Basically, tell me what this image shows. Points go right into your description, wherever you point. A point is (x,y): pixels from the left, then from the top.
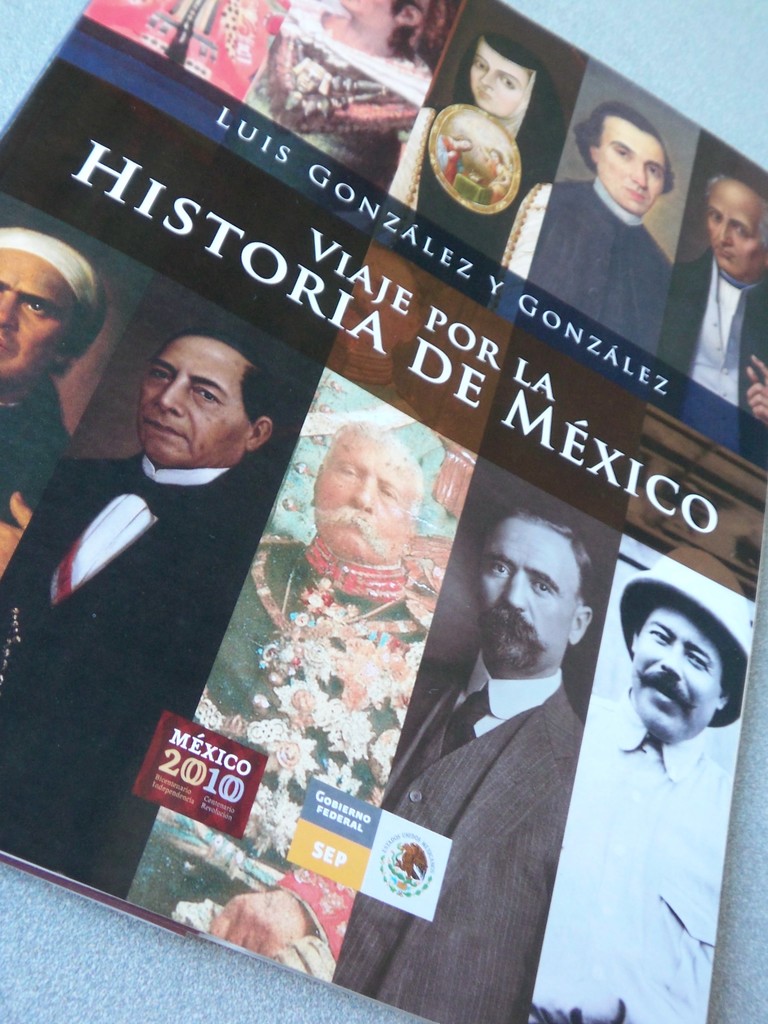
In this image there is a cover page (316,657) of a book (92,663). On the cover page (222,754) there are a few images (388,523) of persons (422,646) and some text (607,466) on it.
